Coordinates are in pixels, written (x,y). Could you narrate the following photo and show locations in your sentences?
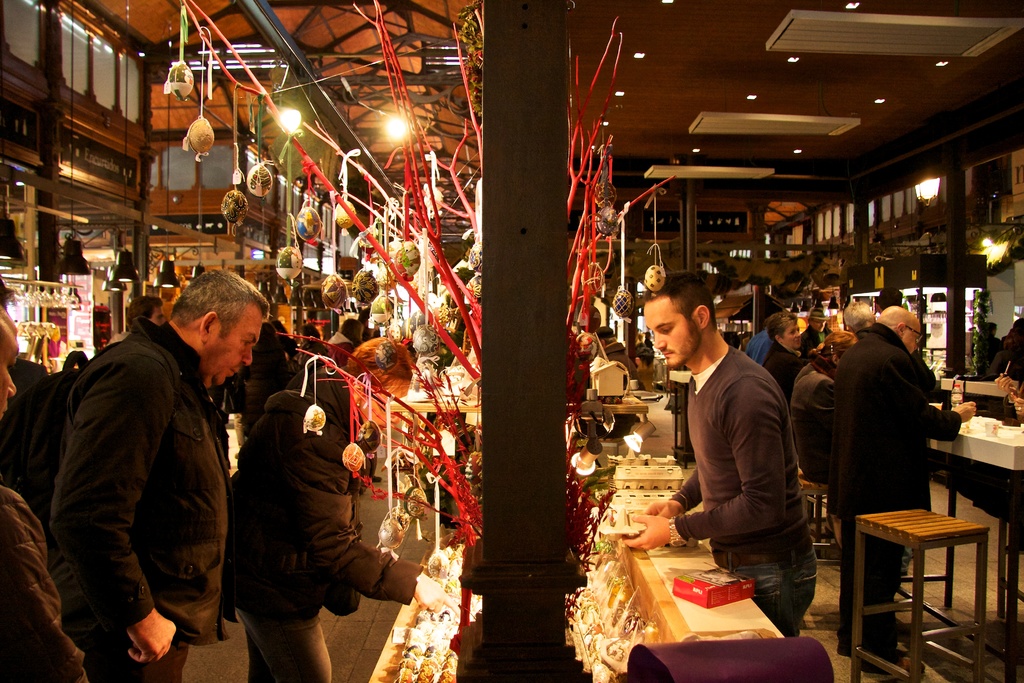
The persons (91,414) wearing black dress (246,480) is looking at some object (453,629) in the shop (458,484) and there are group of people (779,381) in front of him and there are some stores (175,285) behind him.
